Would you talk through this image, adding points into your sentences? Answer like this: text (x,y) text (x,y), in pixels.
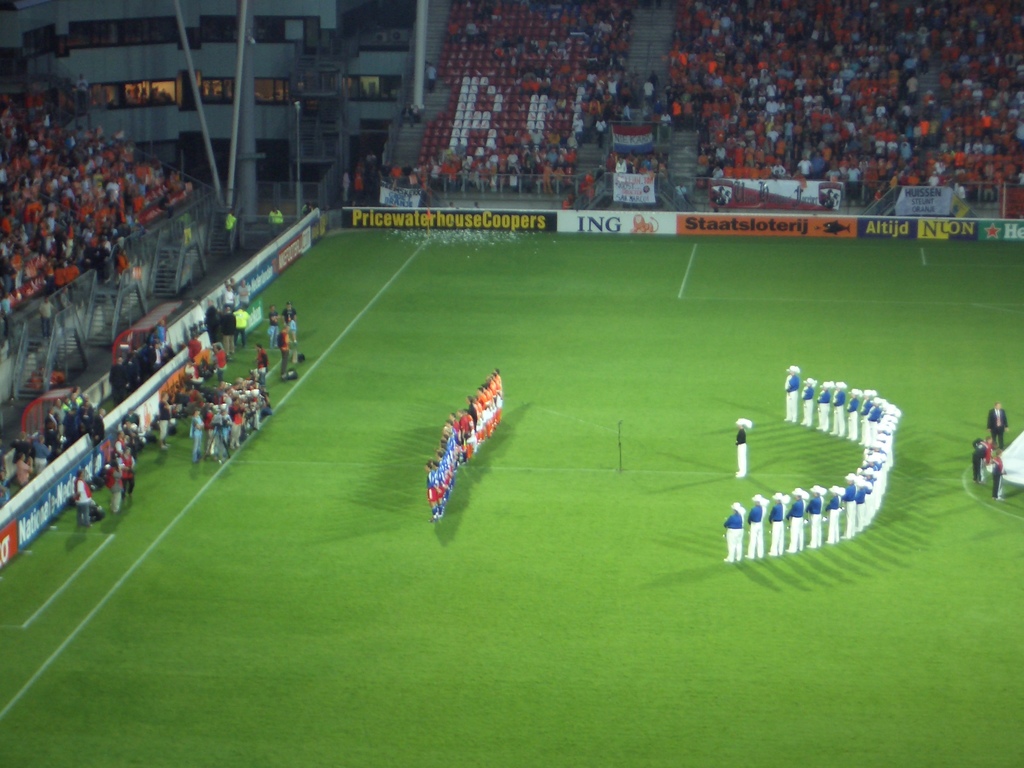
This picture looks like a stadium (531,559), we can see a few people (737,509), among them some people (763,509) are on the ground (708,492) and some people (895,58) are sitting on the chairs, there are some boards (650,230) with text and images (993,229), in the background (151,84) we can see a building (151,66), poles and the ladders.
